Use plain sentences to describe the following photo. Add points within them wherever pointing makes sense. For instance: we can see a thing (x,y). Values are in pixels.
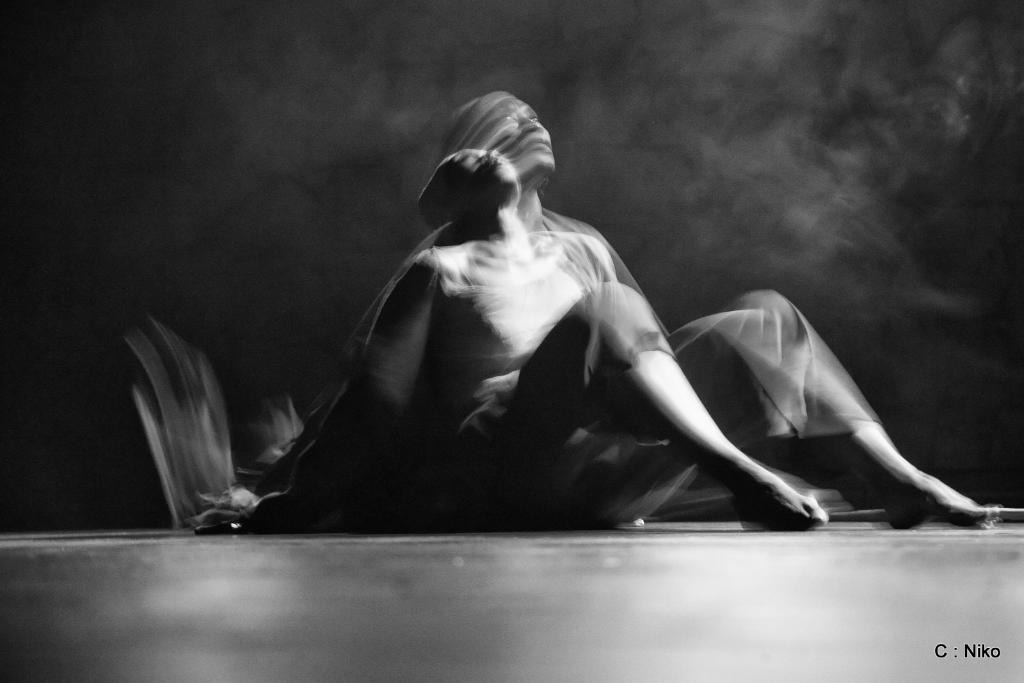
In this black and white picture there is a person (503,399) sitting on the floor (354,560). At the bottom (232,623) there is the floor (331,603). The background (279,50) is dark. In the bottom right (979,654) there is text (960,652) on the image. The image is shaky.
